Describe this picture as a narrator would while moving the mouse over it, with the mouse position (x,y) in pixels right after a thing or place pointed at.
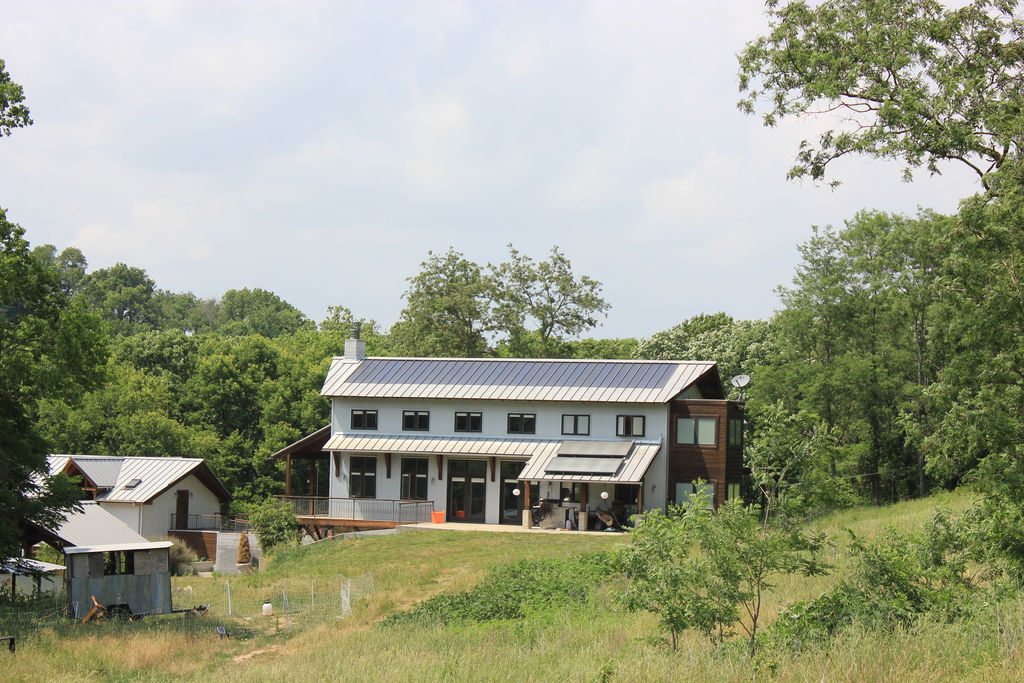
In this picture there are two buildings (317,486) and there is greenery ground (36,600) in front of it and there is a part of a vehicle (103,589) in the left corner (86,586) and there are trees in the background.
